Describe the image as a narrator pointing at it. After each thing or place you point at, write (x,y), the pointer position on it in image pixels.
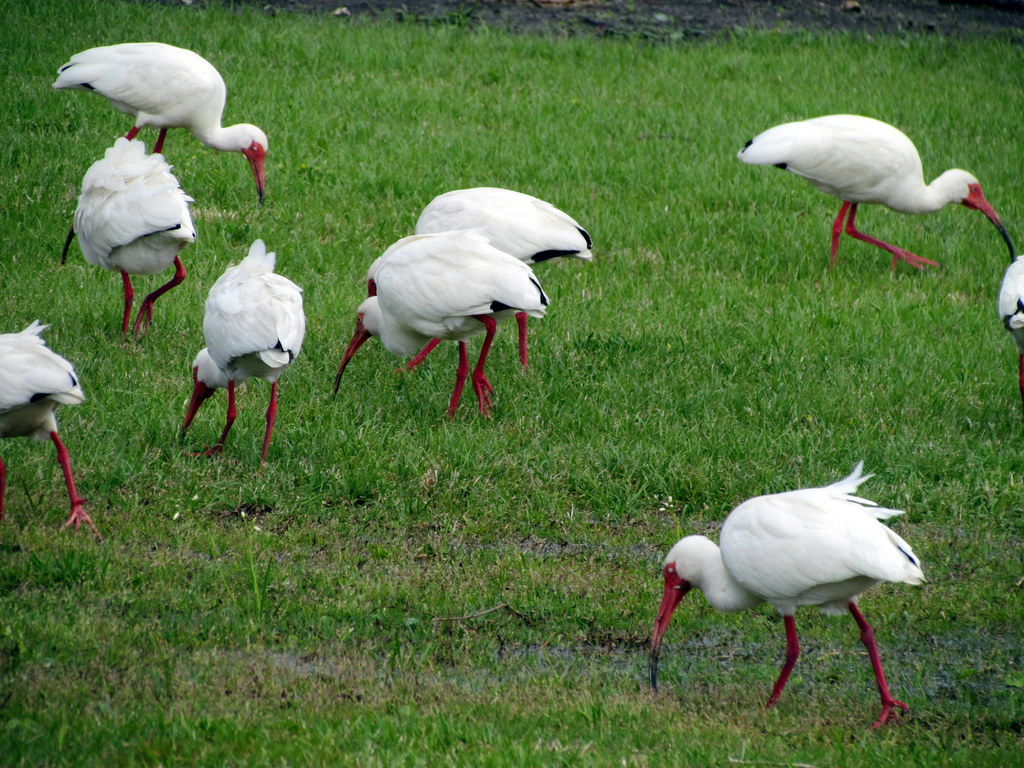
This picture consists of birds (10,408) visible on grass (668,231).
